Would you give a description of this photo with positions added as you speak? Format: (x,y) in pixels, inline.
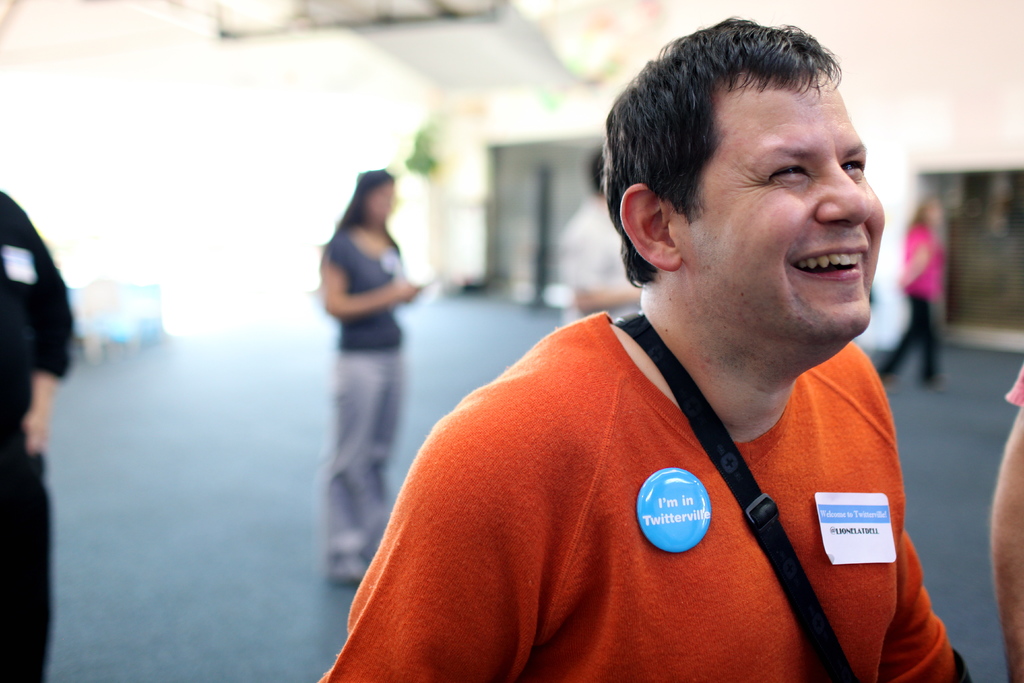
This image consists of a man (559,661) wearing an orange T-shirt (616,581). At the bottom (218,510), there is a floor (233,479). In the background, there are many people (6,345). It looks like it is clicked in a building (462,204).
